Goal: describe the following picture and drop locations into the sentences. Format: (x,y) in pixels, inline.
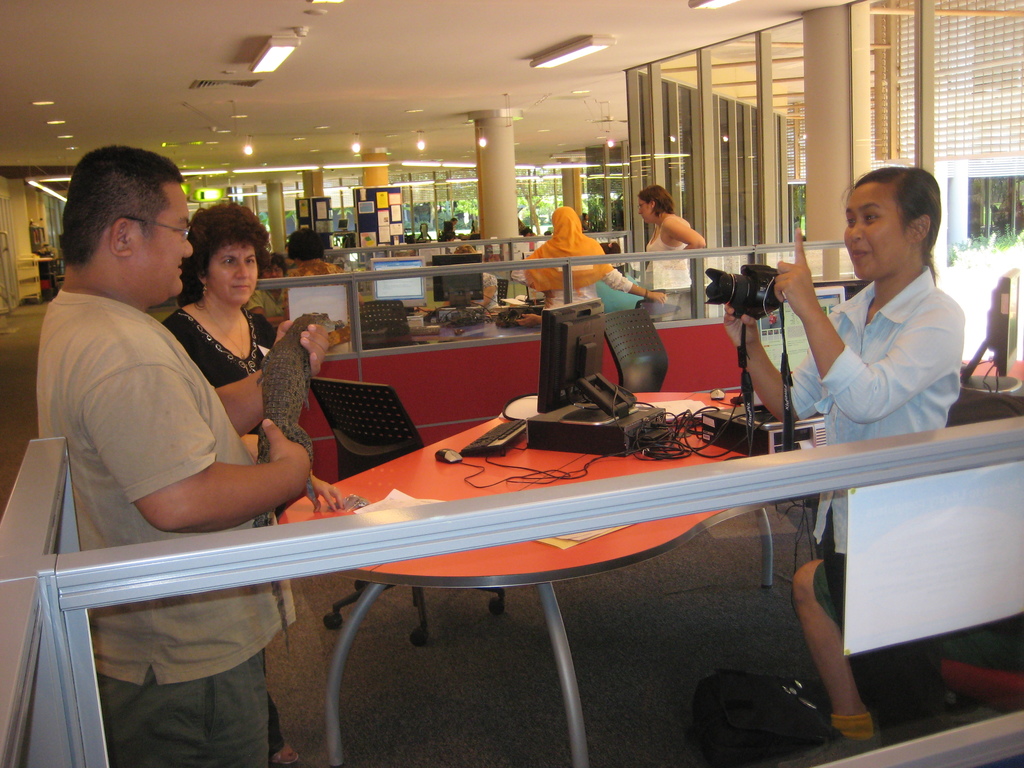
In this image i can see few people (188,323) standing, the man (222,428) is holding a crocodile (287,372) in his hand (271,440), the woman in the right corner (862,335) is holding a camera (761,300) in her hand (729,311). In the background (504,209) i can see few monitors (409,257), a pillar (484,208) and the roof (401,92).
